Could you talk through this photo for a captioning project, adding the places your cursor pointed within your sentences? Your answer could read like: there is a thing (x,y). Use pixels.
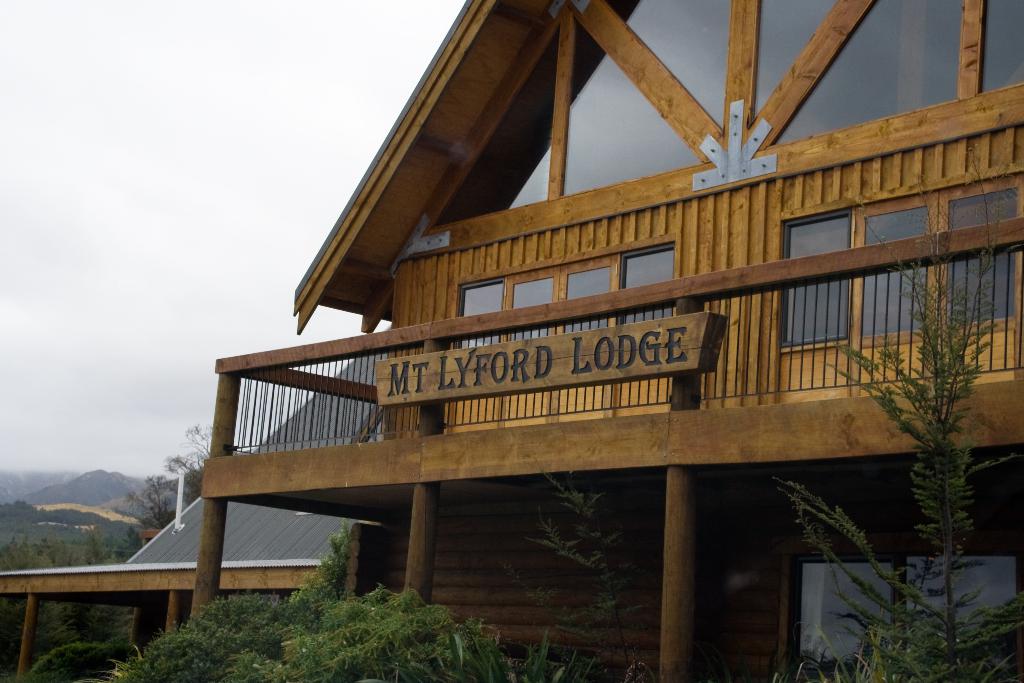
In this picture we can see trees (49,551), pillars (435,347), buildings (471,553) with windows (809,307), name board (663,330), mountains (85,489) and in the background (218,339) we can see the sky (194,118) with clouds (154,65).
